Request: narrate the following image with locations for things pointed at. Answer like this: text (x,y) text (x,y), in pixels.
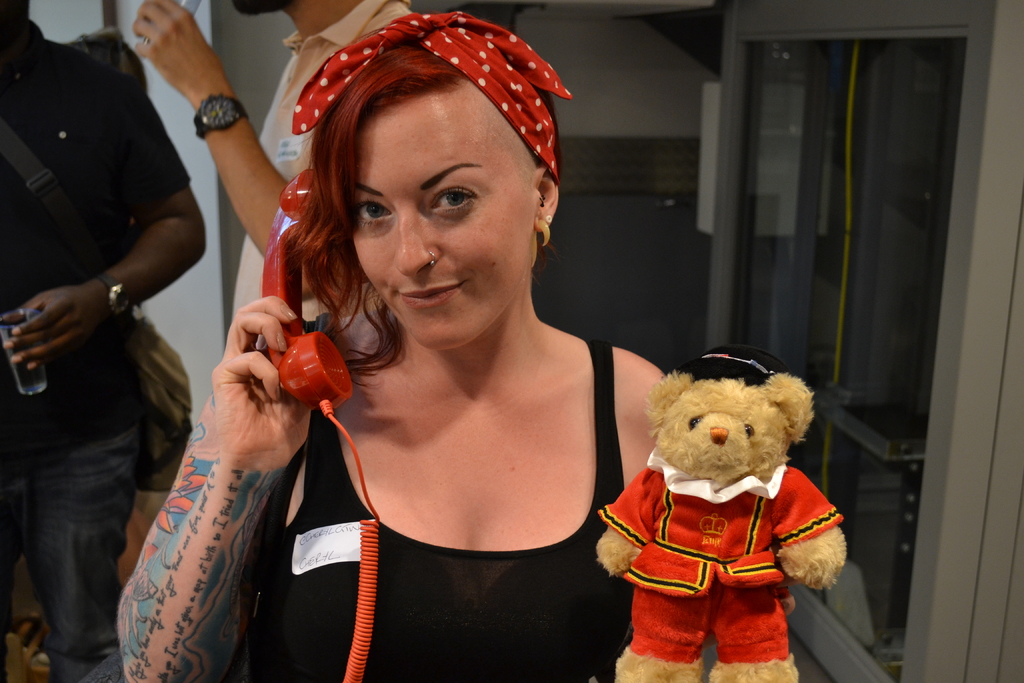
In this image I can see a person (458,472) holding a telephone receiver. There is a toy (762,527) and there are two other persons (116,417) in the background (152,261) holding glasses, also there are some other objects (885,332).
